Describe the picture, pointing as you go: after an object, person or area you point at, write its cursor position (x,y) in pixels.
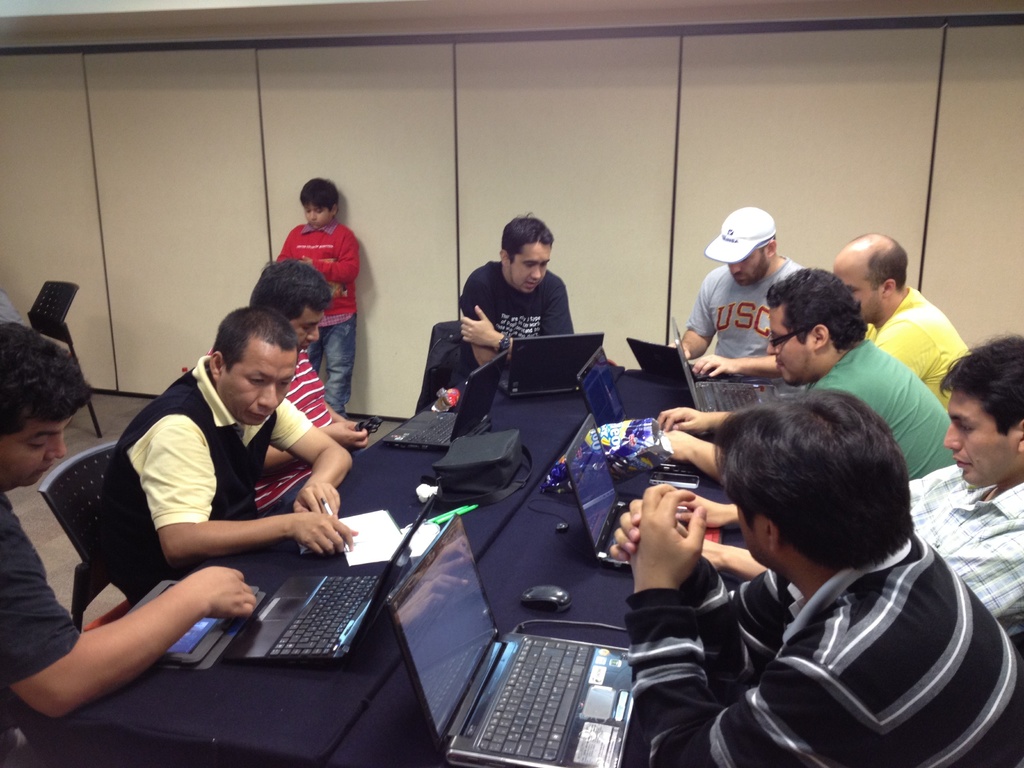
In this picture, we see the men (316,487) are sitting on the chairs (75,458). In front of them, we see a table (505,546) on which the laptops (452,711), papers (375,534), pen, black bag (512,447), mobile phone (688,486), mouse (536,605) and some other objects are placed. On the left side (58,300), we see a black chair (45,309). In the background (315,241), we see a boy (325,249) in the red T-shirt (327,275) is standing. Behind him, we see a wall (511,166) which is white in color.
